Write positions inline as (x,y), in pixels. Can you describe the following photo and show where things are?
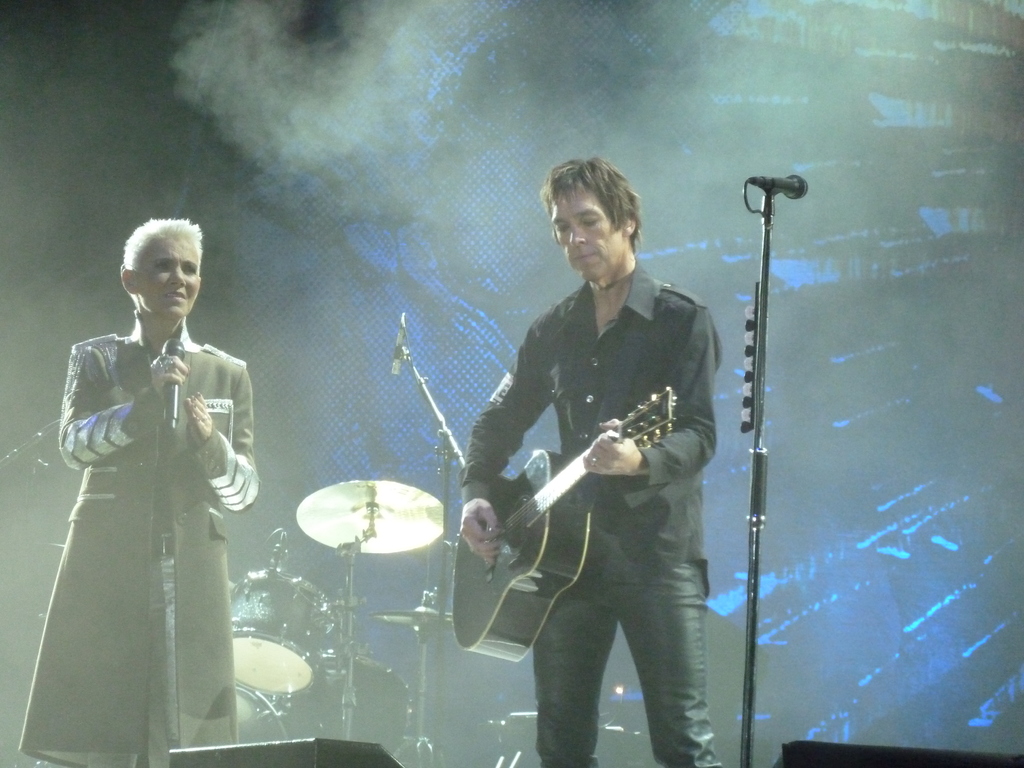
These two persons (553,398) standing. This person (509,431) holding guitar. This person (176,378) holding microphone (170,350). There is a microphone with stand (754,515). On the background (390,535) we can see musical instrument (350,615).
